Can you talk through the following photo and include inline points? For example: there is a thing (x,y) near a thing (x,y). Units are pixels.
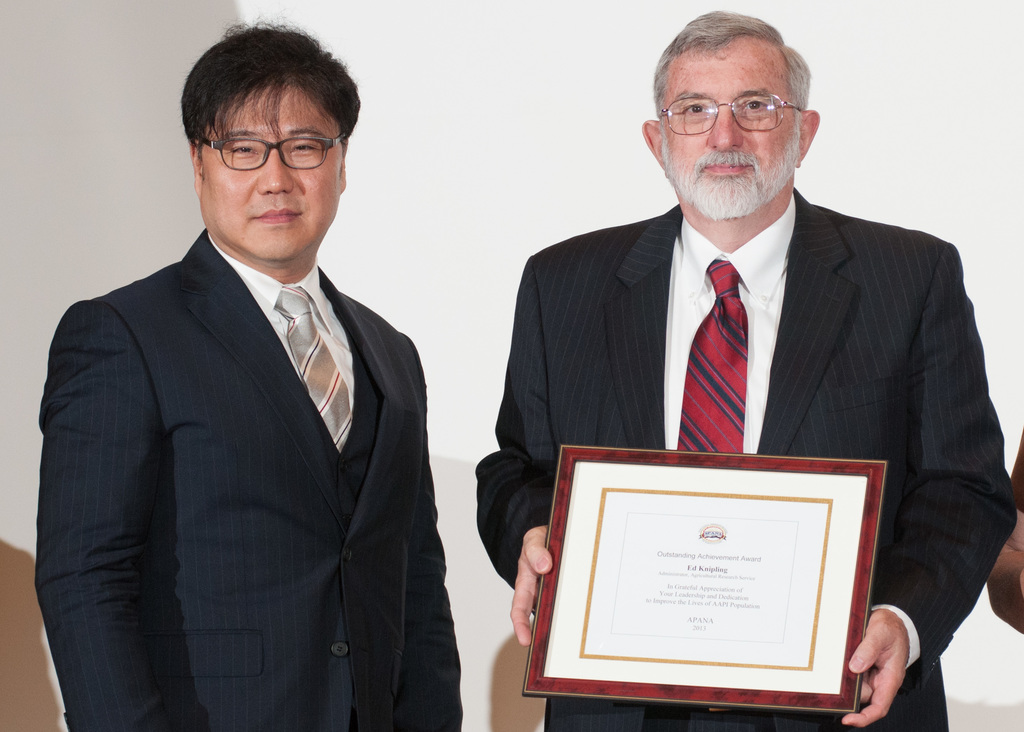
In this picture we can see two persons (378,380), among them we can see one person (880,411) is holding shield (754,597).
